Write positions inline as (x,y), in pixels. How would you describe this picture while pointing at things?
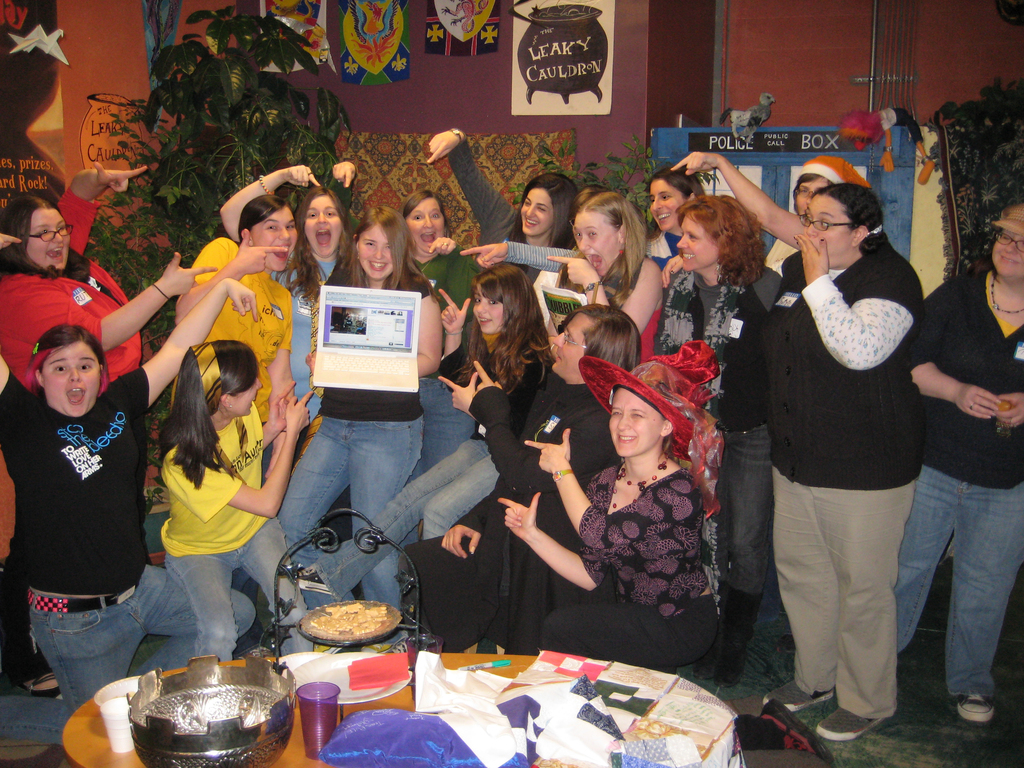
There are many people (474,385). One lady (639,412) is wearing a hat (629,386). Another lady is holding something in the hand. In front of them there is a table (295,747). On that there is a glass (311,716), plate (377,692) and many other items (538,691). In the back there are plants (189,141). Also there is a wall (436,72) with paintings (392,29) and many other things (786,141).
